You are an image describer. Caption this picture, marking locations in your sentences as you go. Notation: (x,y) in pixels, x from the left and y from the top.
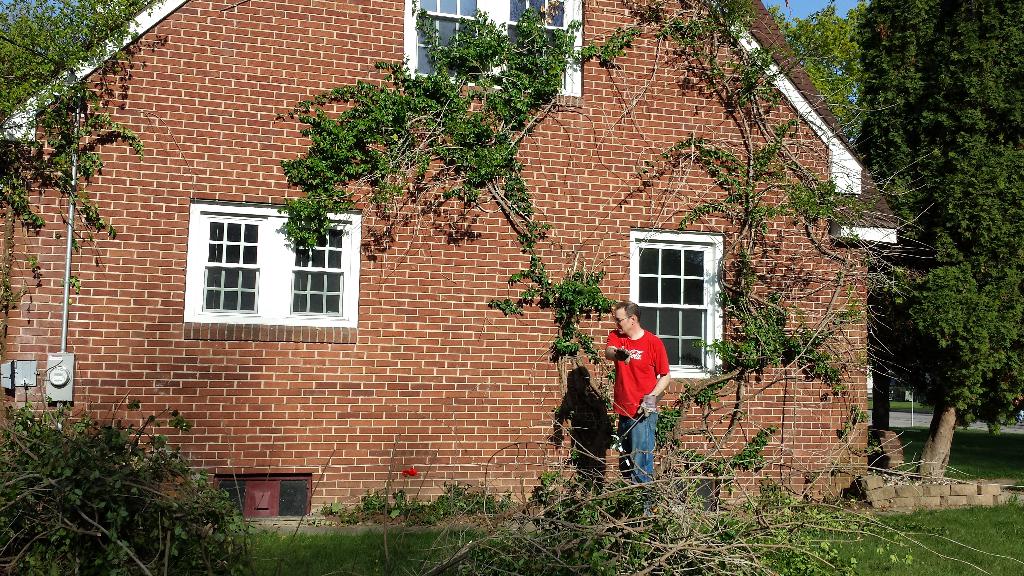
In the foreground of this image (745,522), there are branches (670,522) of trees (760,541) on the grass (947,565). We can also see a man (641,427) standing holding an object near the wall (475,335) of a house (466,321) and we can also see trees (975,363) around it.
